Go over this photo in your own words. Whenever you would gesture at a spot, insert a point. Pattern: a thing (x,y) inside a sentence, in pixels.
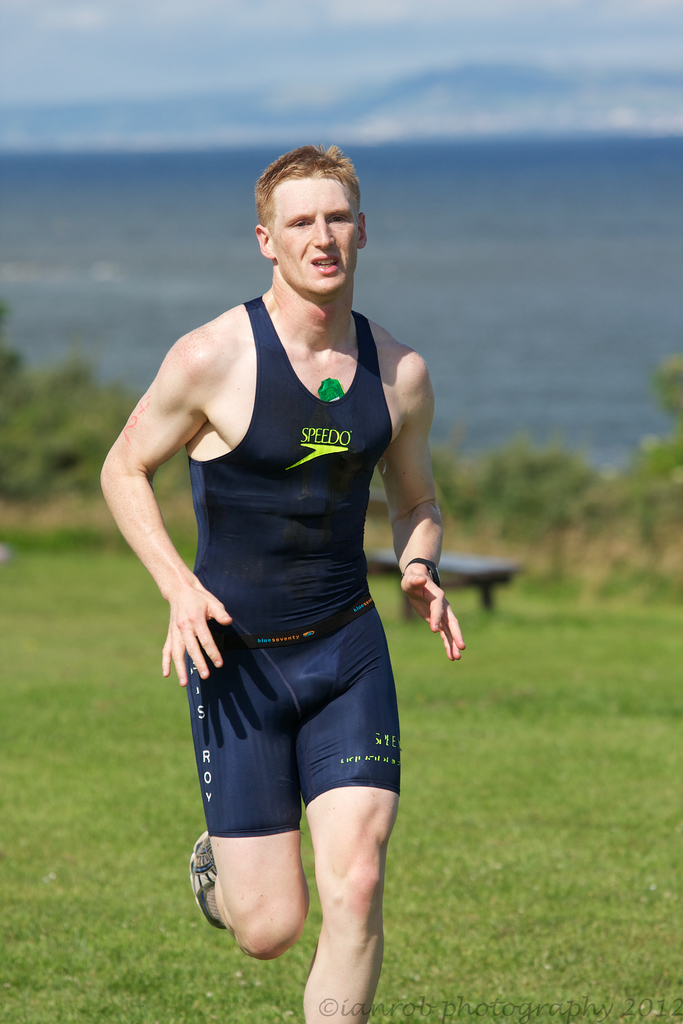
In this picture there is a boy (296,205) in the center of the image (344,553) and there is greenery (74,822) in the background area of the image (627,499).
